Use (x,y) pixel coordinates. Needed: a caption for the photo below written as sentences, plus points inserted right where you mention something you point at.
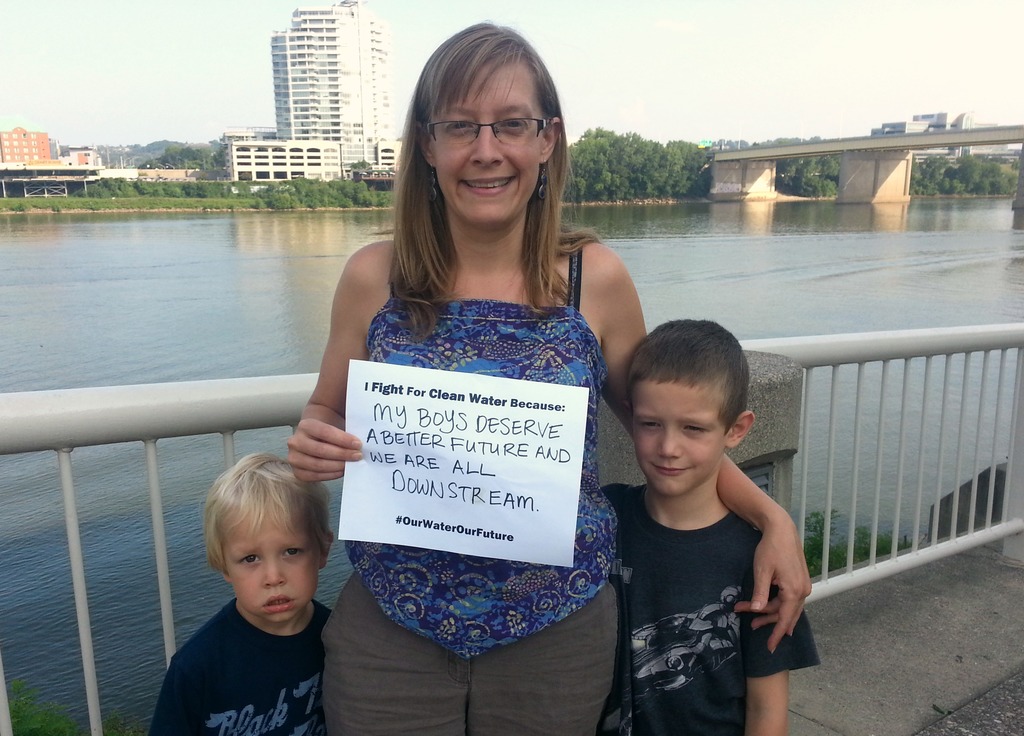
In this picture I can see a woman (441,280) standing and smiling by holding a paper (463,407), there are two boys (617,721) standing, there are iron grilles (808,416) with white paint (906,371), there is water (775,312), there is a bridge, there are buildings (885,127), trees (937,167), and in the background (706,106) there is sky (779,62).
